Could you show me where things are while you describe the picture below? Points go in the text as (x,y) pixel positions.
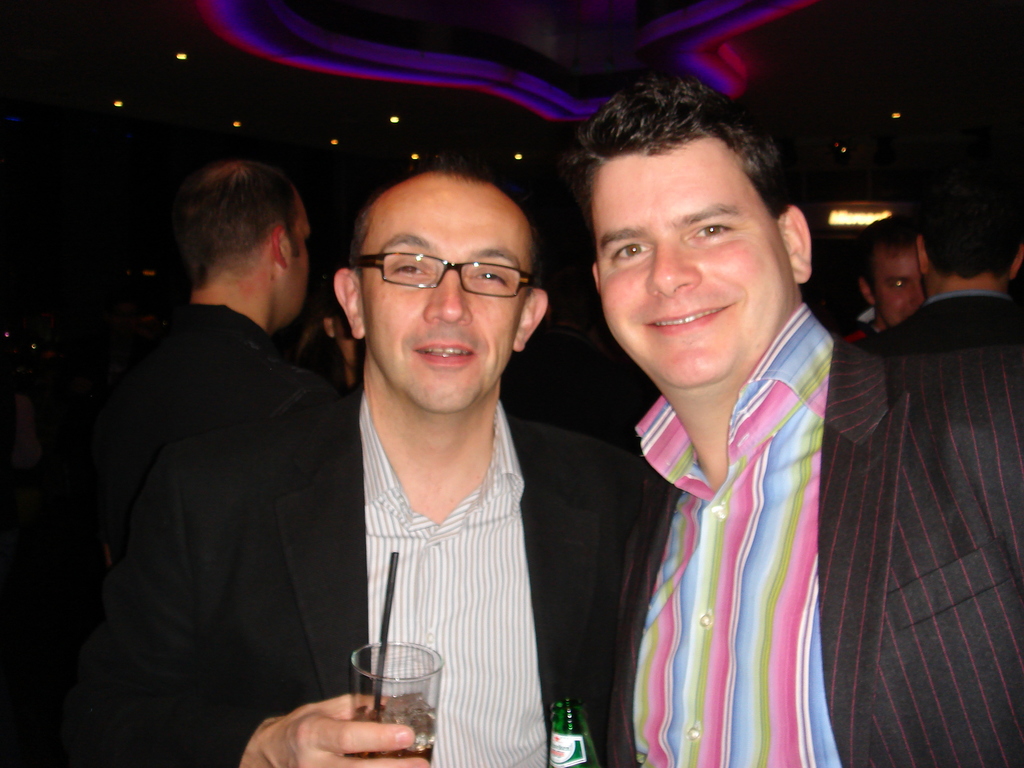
In this image we can see some people (656,480) standing on the ground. One person (502,502) is holding a glass (415,723) containing a straw (380,662). One man (660,718) is holding a bottle (580,734). At the top of the image (574,105) we can see some lights (529,104) on the roof (384,111).
